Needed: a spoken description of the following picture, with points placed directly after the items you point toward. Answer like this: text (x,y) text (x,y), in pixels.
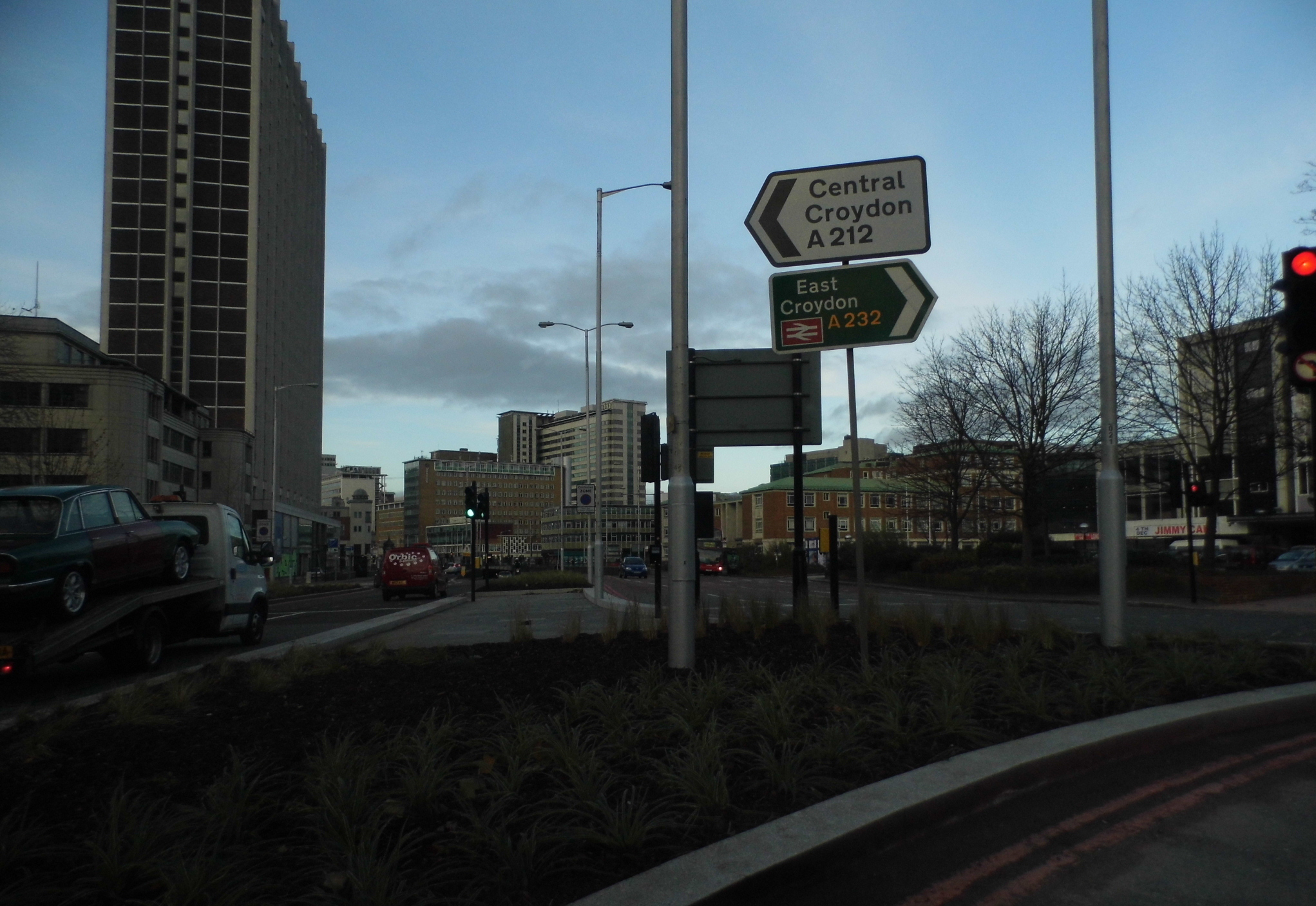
At the center of the image (629,592) there is a road (715,580), buildings (545,422), trees (914,477). On the road (288,599) there are some vehicles (223,613) passing and some utility poles (683,502). In the background (994,233) there is a sky (950,255).
